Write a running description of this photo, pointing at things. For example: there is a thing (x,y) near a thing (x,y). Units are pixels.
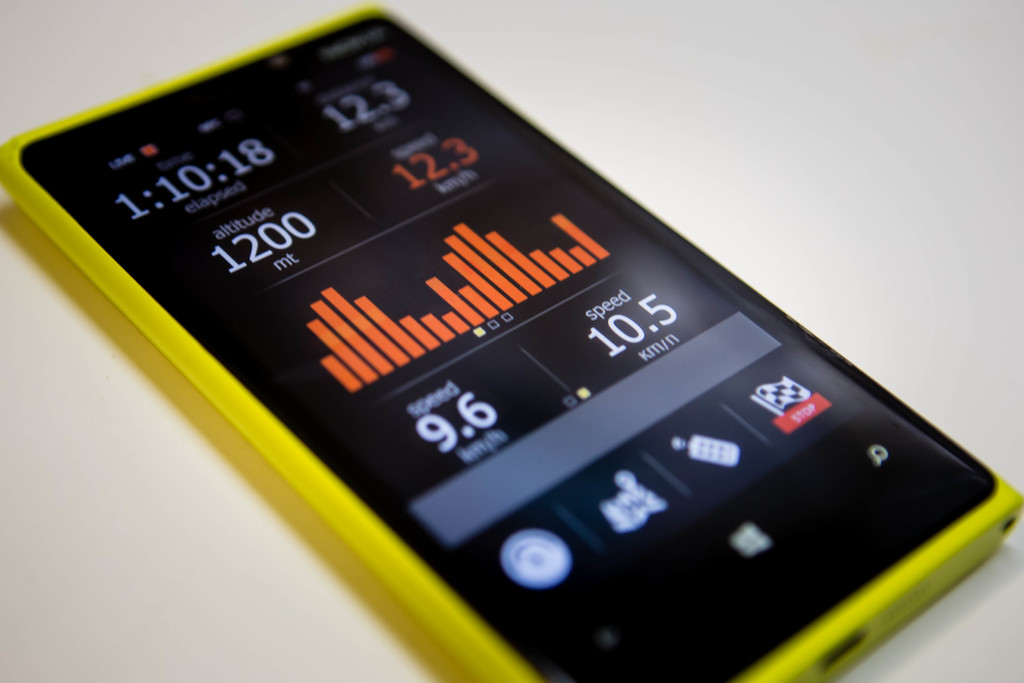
In this picture we can see a phone (265,421) on the white surface (120,493). We can see some information (255,161) on a screen (701,330).
